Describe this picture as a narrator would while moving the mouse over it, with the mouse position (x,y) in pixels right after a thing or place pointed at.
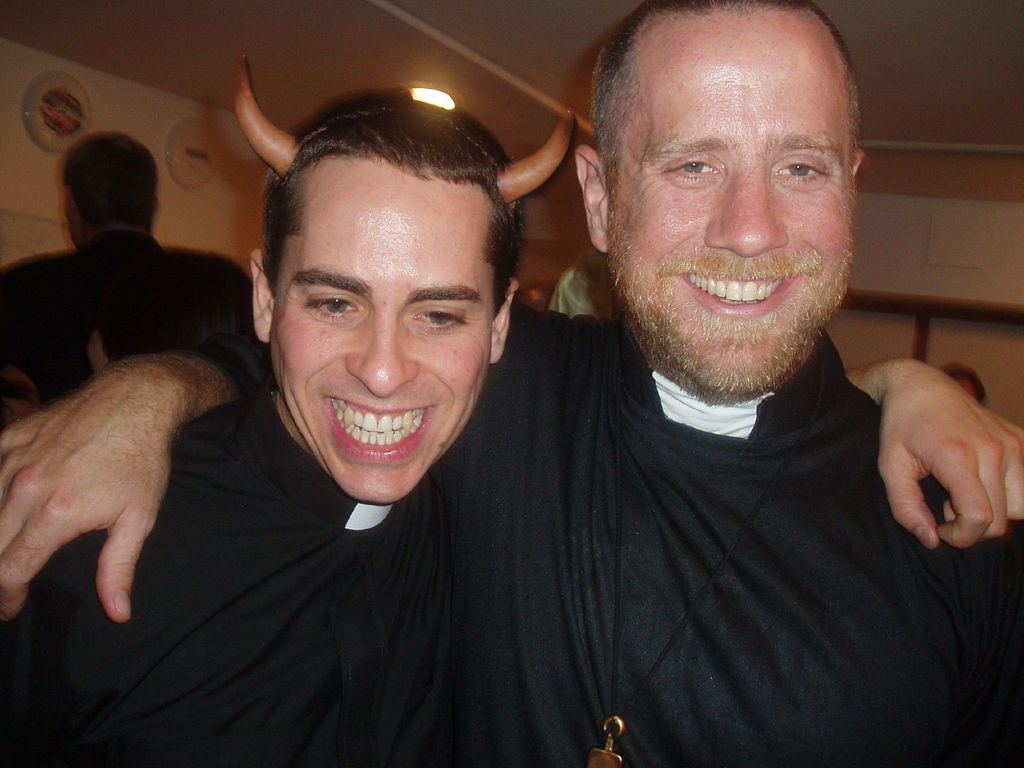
In this image, I can see two persons (456,544). In the background (506,118), I can see a wall (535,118), light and two persons (961,374). This image taken, maybe in a hall (967,340).
